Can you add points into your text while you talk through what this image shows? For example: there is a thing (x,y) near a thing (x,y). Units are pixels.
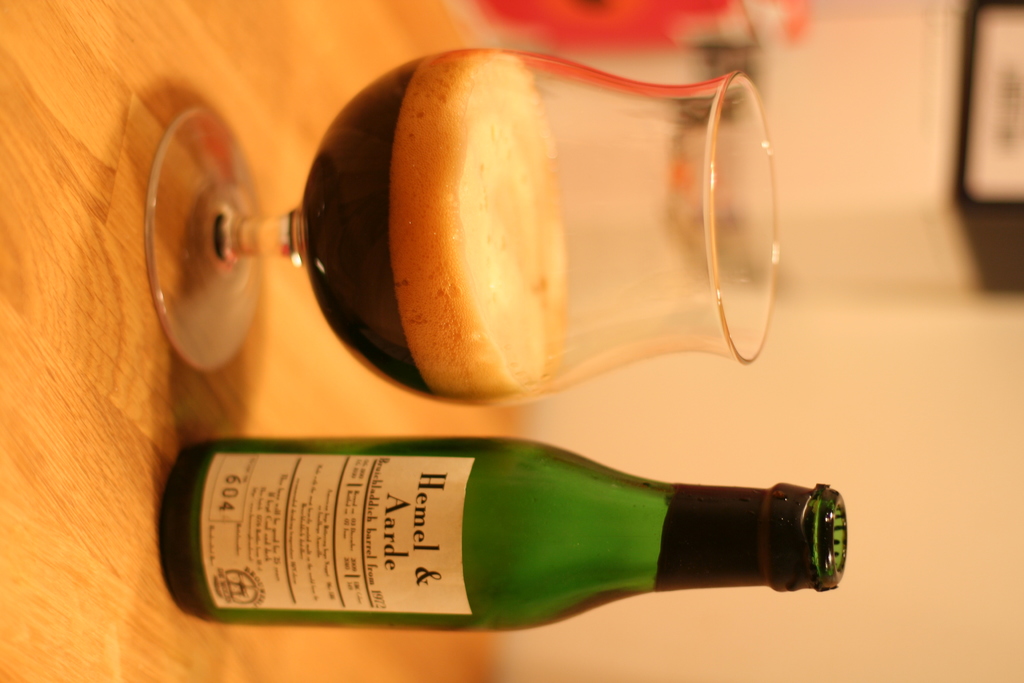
In this image we can see a green color bottle (525,529) and glass (352,329) with drink (340,198) in it placed on the table (91,388).
